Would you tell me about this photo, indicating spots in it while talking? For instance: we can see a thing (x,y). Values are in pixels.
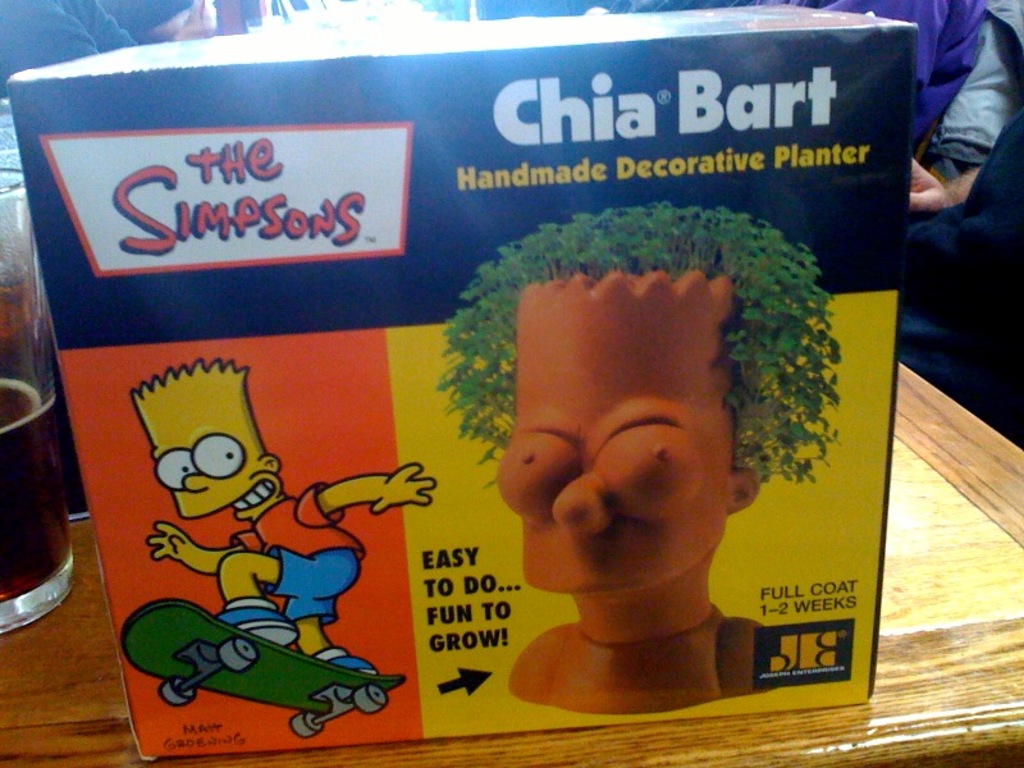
There is a box (290,732) on a wooden surface (935,652). On the box (404,214) something is written. Also there are animated characters (566,556). On the side of the box (109,566) there is a glass (16,434) with a drink (8,591). In the background (53,10) it is not clear.
